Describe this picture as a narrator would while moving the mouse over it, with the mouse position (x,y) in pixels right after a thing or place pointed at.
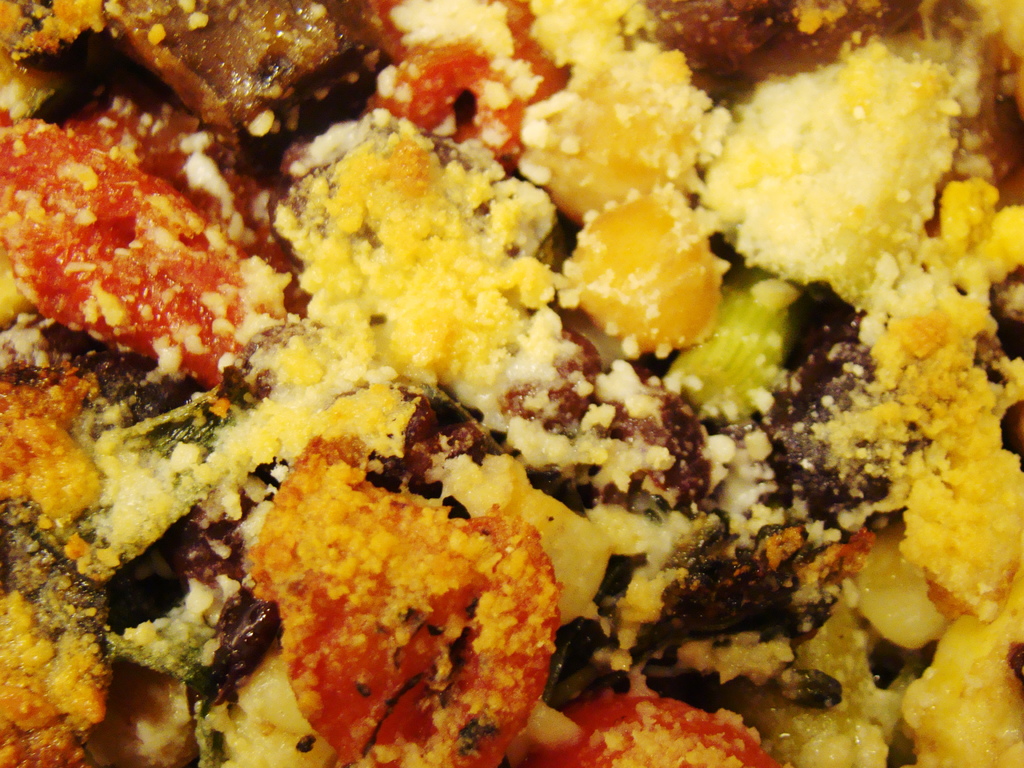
This image contains some food (635,271).
